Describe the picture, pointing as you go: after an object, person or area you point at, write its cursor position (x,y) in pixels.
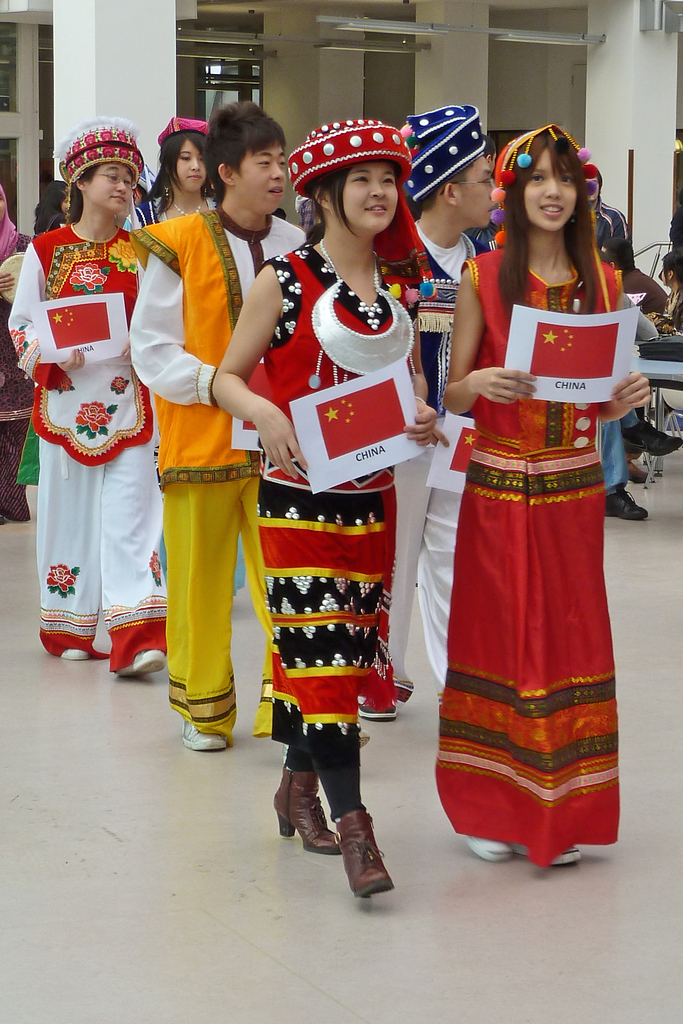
In this picture we can see some men (219,522) and women (490,578), wearing traditional dress (482,542) and holding the red papers (522,352) in the hand (284,433) and walking. Behind we can see white pillars (173,71) and lights (435,31).
